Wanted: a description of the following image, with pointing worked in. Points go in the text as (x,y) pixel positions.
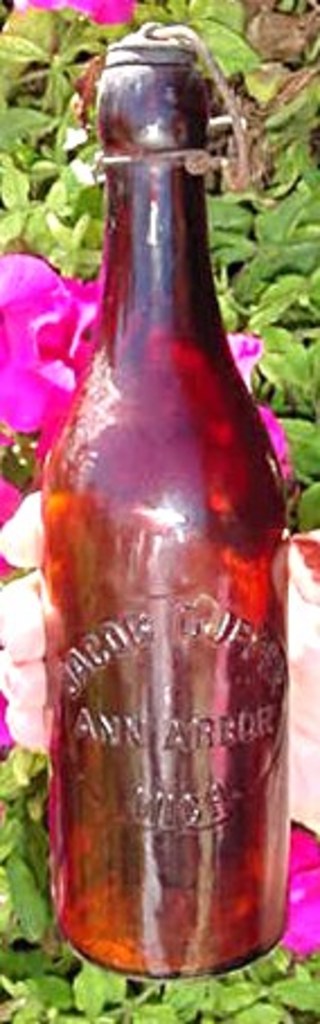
The photo looks like it is a screenshot, there is an empty bottle (171,580) it is sealed with a wire stopper (170,29) behind the bottle (123,459) there are some leaves (292,360) and flowers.
